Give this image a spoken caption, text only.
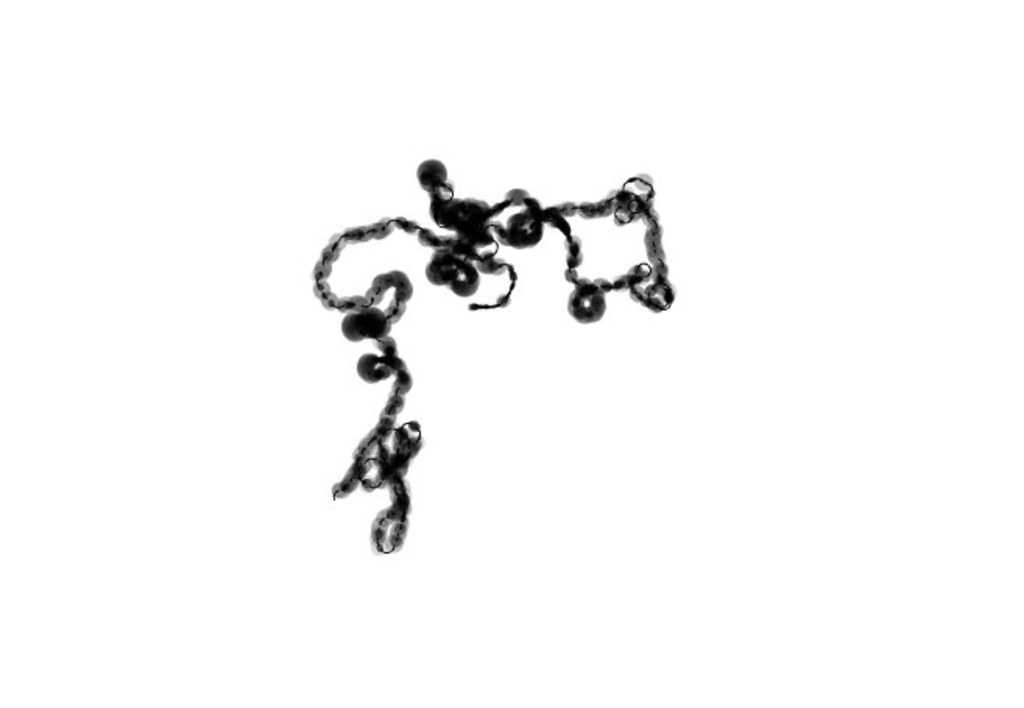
This image looks like a DNA cell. It is a microscopic image.
